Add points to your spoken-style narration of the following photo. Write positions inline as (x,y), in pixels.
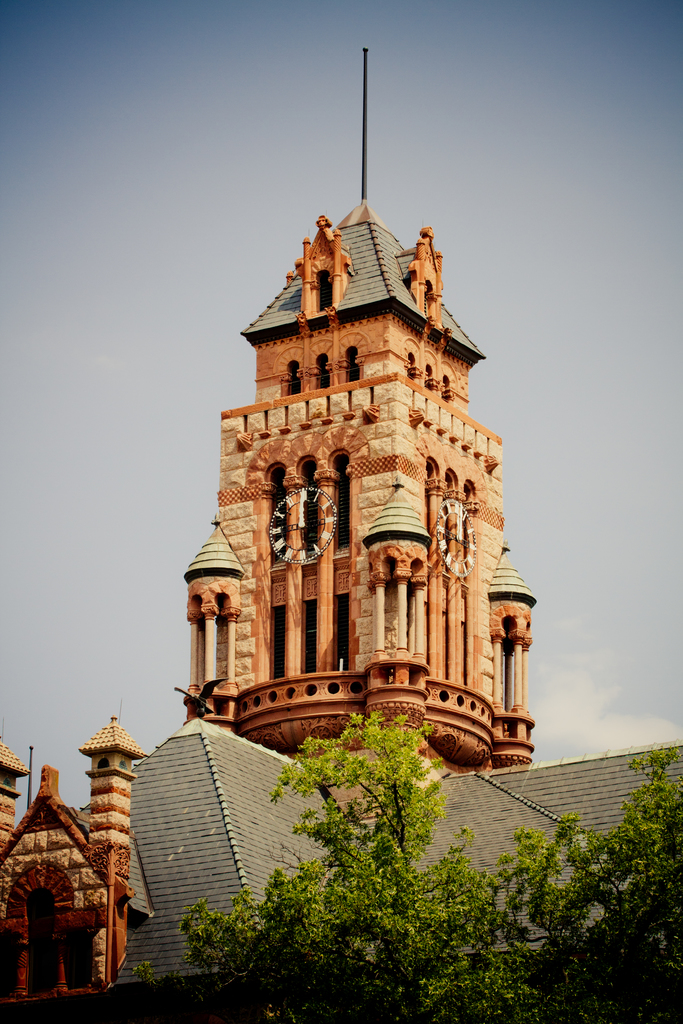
In this image, we can see a clock tower (378,404). There are trees (267,948) and roofs (488,825) at the bottom of the image (403,937). At the top of the image (541,35), we can see the sky (593,167).
